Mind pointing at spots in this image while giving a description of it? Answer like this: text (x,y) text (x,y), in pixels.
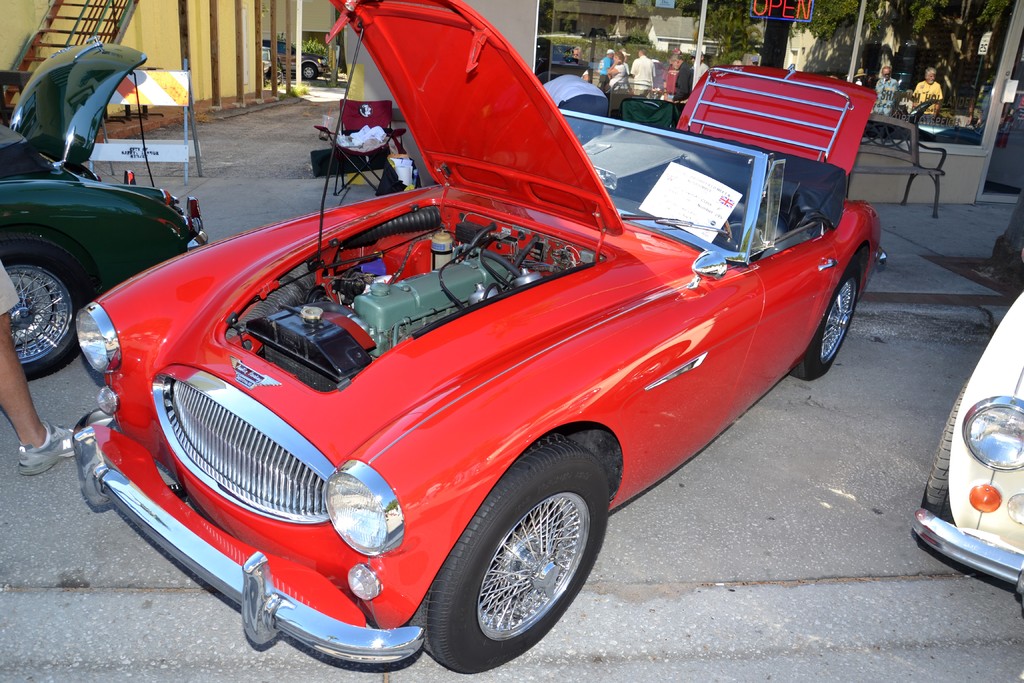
In this image I can see few vehicles (449,380) on the road (820,480), in front (430,379) the vehicle (509,394) is in red color. Background (646,77) I can see a glass wall (776,61) and I can see a building (224,55) in yellow color and plants (314,42) in green color.
